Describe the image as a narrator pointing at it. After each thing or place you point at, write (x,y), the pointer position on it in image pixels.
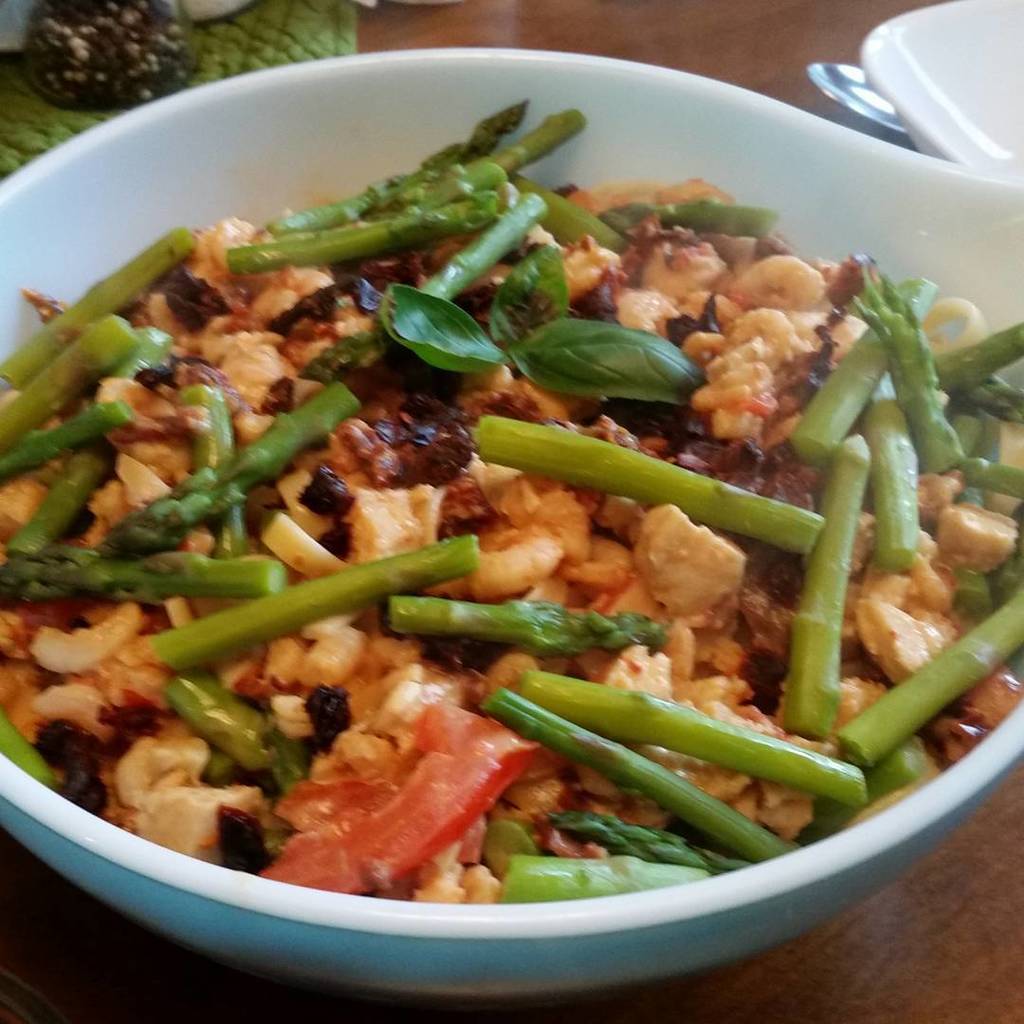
In this image we can see a serving bowl (706,147) which consists of food (387,532) in it and is placed on the table (610,29).
